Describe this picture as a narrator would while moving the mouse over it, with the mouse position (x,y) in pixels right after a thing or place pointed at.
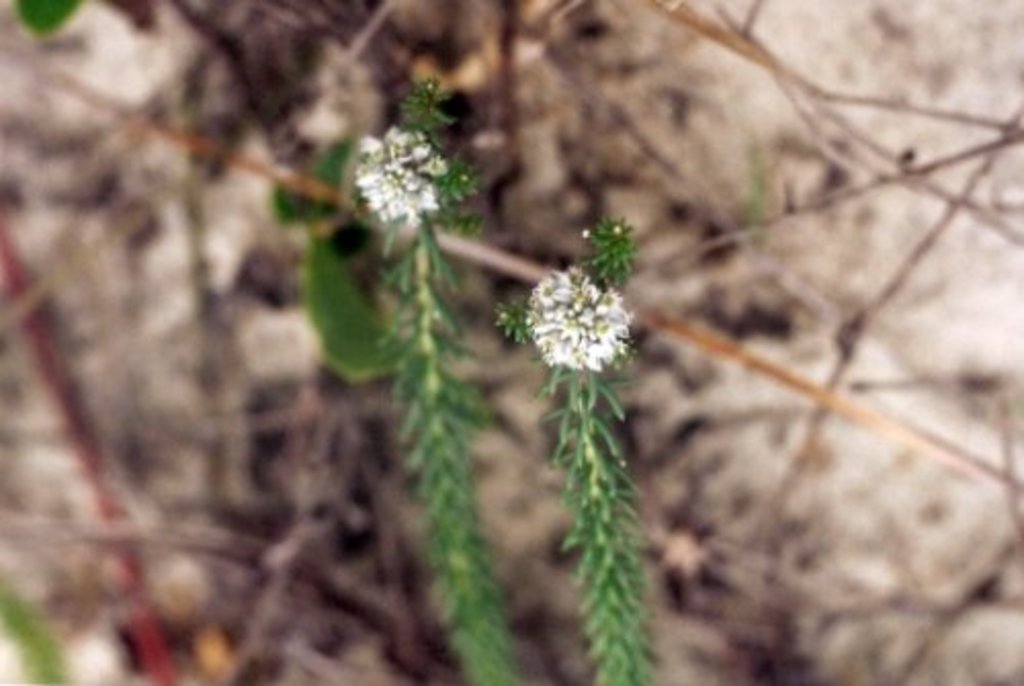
In this image we can see the plants (430,259) with flowers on it and the background (558,59) it is blurred.
